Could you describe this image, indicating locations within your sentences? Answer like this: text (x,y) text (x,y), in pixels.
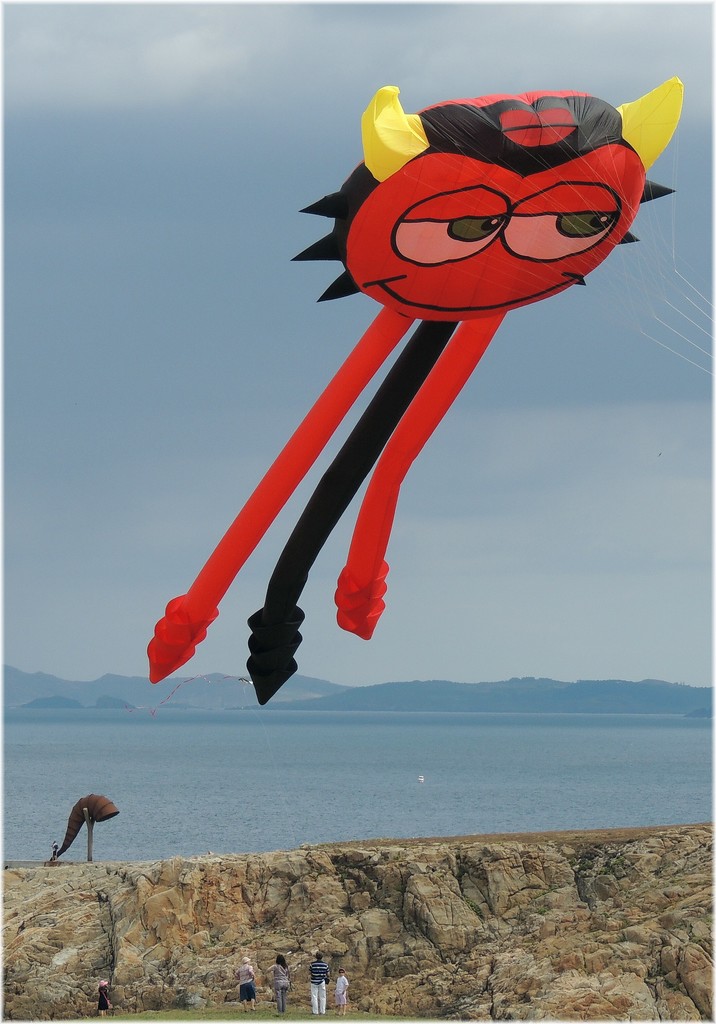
It is an air balloon (477,295) in red color. at the down there are few people (322,965) are standing, this is the water (336,773). At the top (126,210) it's a sky (243,359).
